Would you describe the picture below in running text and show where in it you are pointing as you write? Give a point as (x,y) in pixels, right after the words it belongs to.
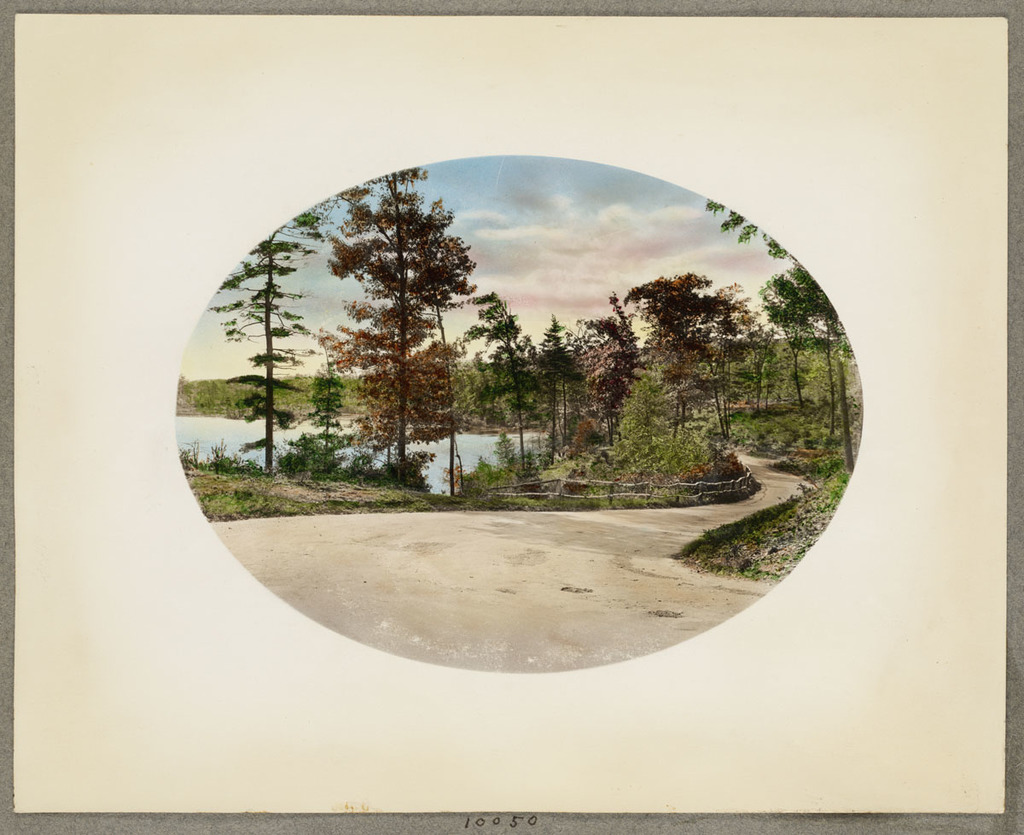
In this image, I can see a paper (915,635) with a photo (398,456) of trees (640,451), plants (691,479), pathway (464,543), water (238,436) and there is the sky (521,279). At the bottom of the image (503,818), I can see the numbers (484,828).
